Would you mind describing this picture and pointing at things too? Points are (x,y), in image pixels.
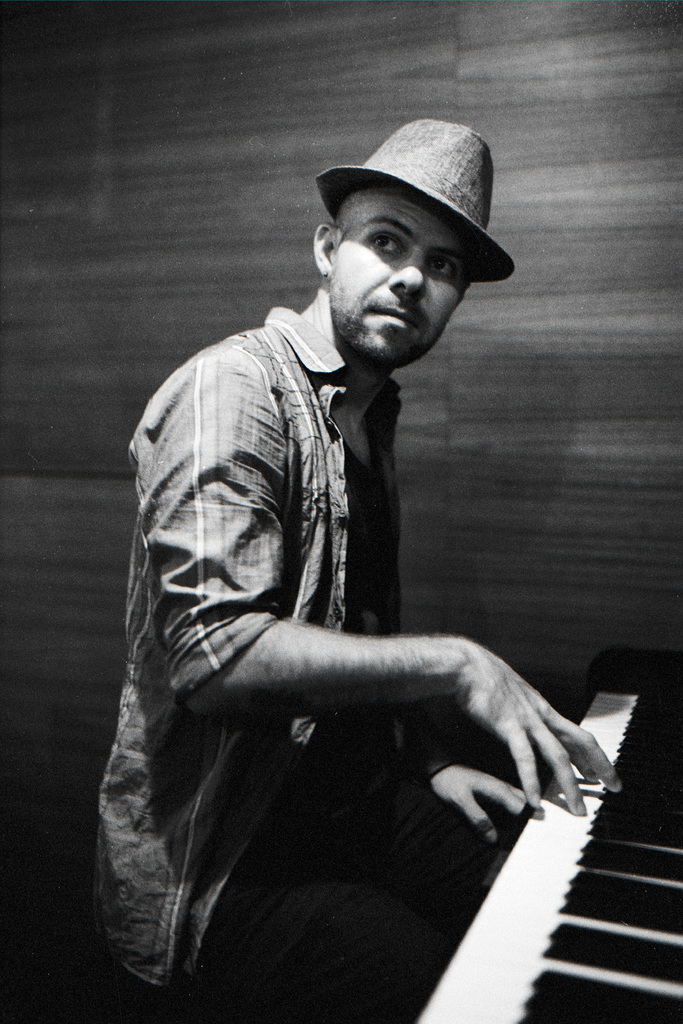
In this image I see a man (342,268) who is wearing a cap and he kept his hands (503,718) on the piano (596,657).
